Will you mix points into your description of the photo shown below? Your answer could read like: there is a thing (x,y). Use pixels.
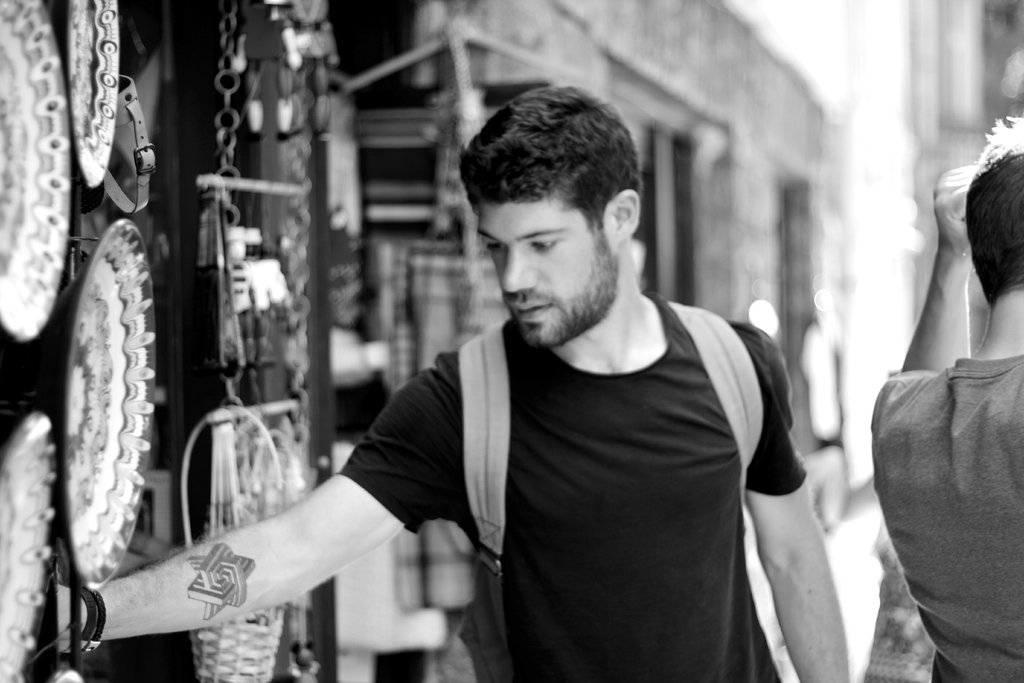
In this picture I can see there is a man (582,430) standing, he is wearing a bag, he has a tattoo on his hand (122,598). There are few objects (63,123) at the left (50,125) and there is a man (983,630) standing on the right side (903,397) and the backdrop (1013,52) is blurred.
